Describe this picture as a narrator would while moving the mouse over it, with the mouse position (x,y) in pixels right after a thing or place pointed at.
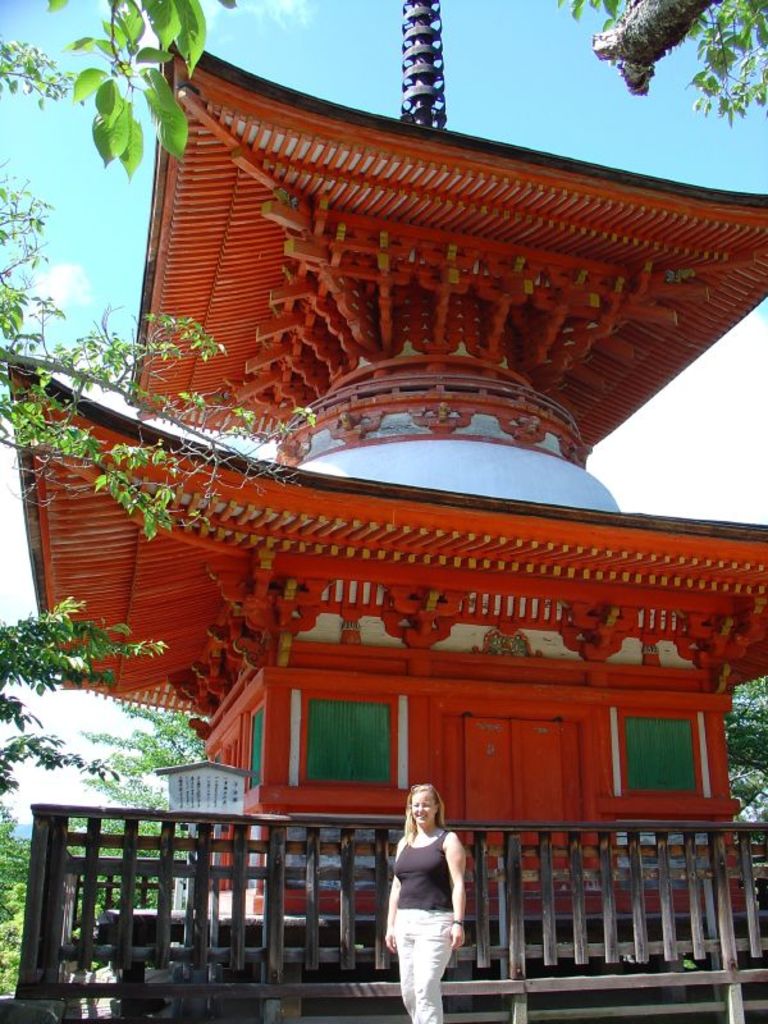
In the foreground of this image (450,863), there is a woman (429,855) standing in front of a Japanese architecture (450,520). On the either side of the image, there are trees (723,56). In the background (739,737), there are few trees (140,804), sky (328,73) and the cloud (290,3).
